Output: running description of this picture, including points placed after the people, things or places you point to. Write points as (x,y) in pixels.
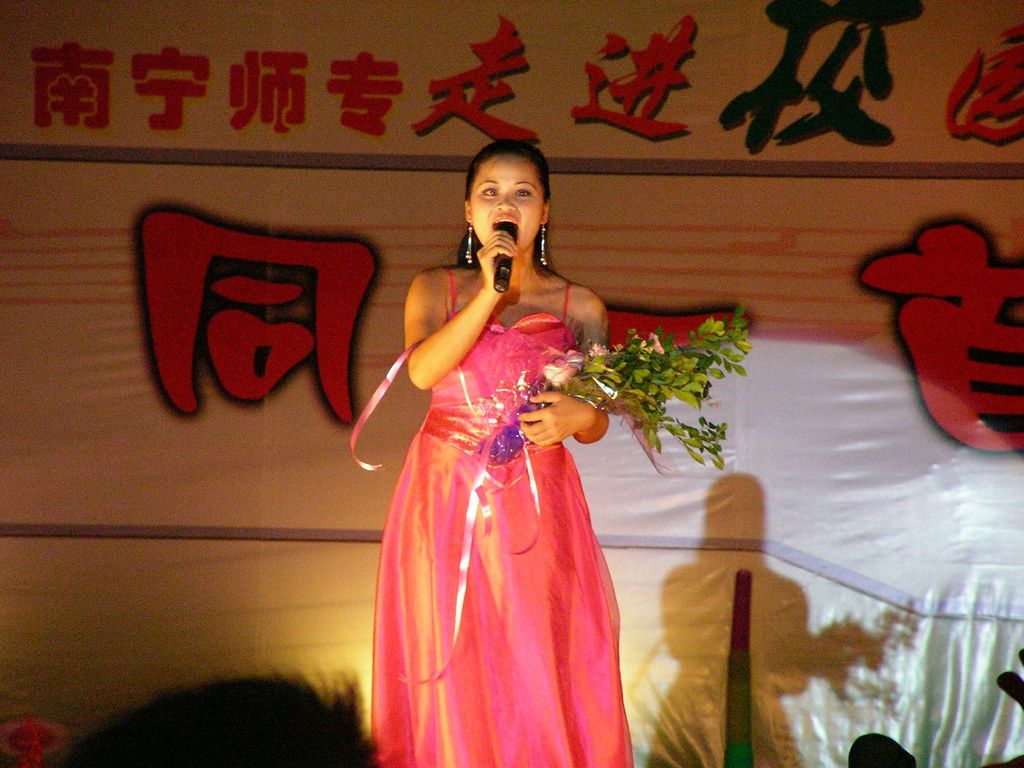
This picture is clicked in the program. Woman (457,490) in pink dress (490,584) is holding a flower bouquet (629,414) in one of her hands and in the other hand (491,270), she is holding the microphone (498,268). She is talking on the microphone (497,283). Behind her, we see a banner (296,400) in white color with some text (285,348) written in different language.
